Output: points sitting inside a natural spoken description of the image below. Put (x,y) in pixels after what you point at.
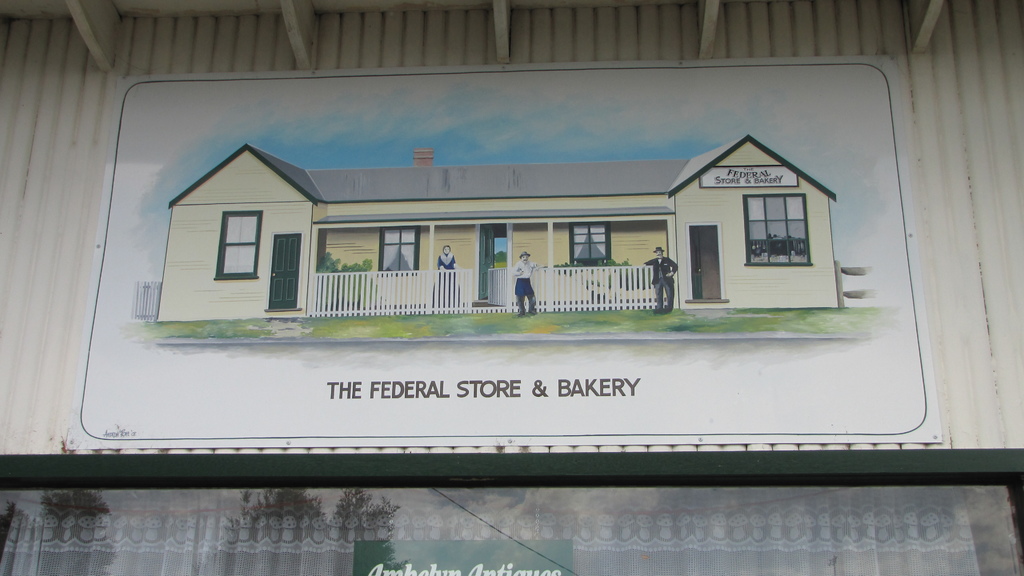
This is a shed (933,102). In the center of the image (466,288) we can see a poster (435,227). At the bottom of the image (449,527) we can see cloth (581,536), board (444,563). In the background of the image (1019,378) we can see roof (709,23), wall (951,118).
